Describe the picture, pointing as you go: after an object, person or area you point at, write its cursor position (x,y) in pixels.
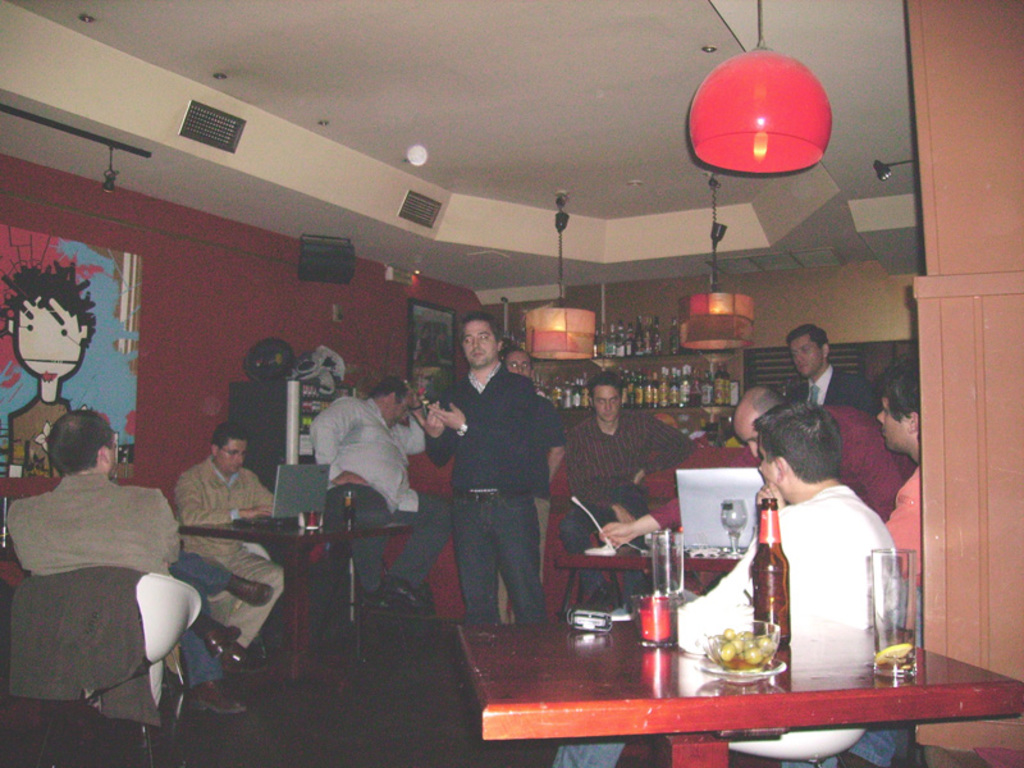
In this image I can see the group of people (687,638) sitting in front of the table (642,691). On the table (562,691) there is a glass (890,601), bottle (768,581) and the bowl (724,668). At the back (620,332) there is a wine rack (630,358).
